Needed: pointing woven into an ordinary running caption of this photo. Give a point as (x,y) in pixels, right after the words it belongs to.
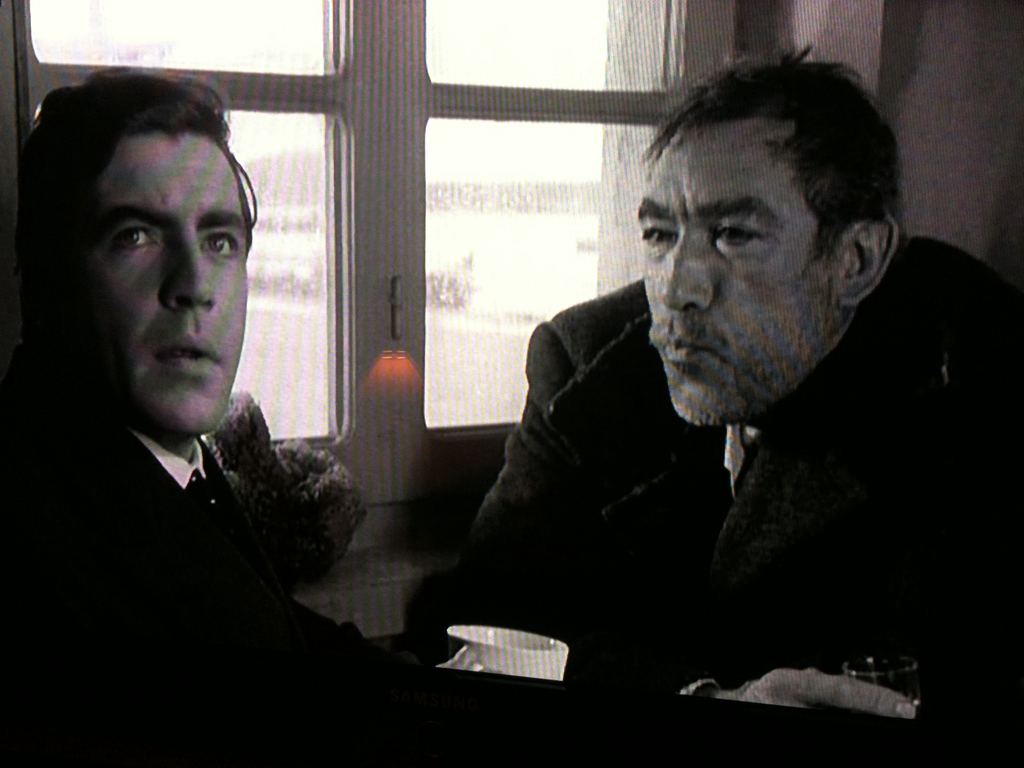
This is a black and white picture. In this picture, we see two men (818,568) are sitting. In front of them, we see a cup (490,648). The man (625,536) on the right side (847,399) is holding a glass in his hands (829,678). I think he is talking. Behind them, we see windows (472,197) and a curtain (633,24).
